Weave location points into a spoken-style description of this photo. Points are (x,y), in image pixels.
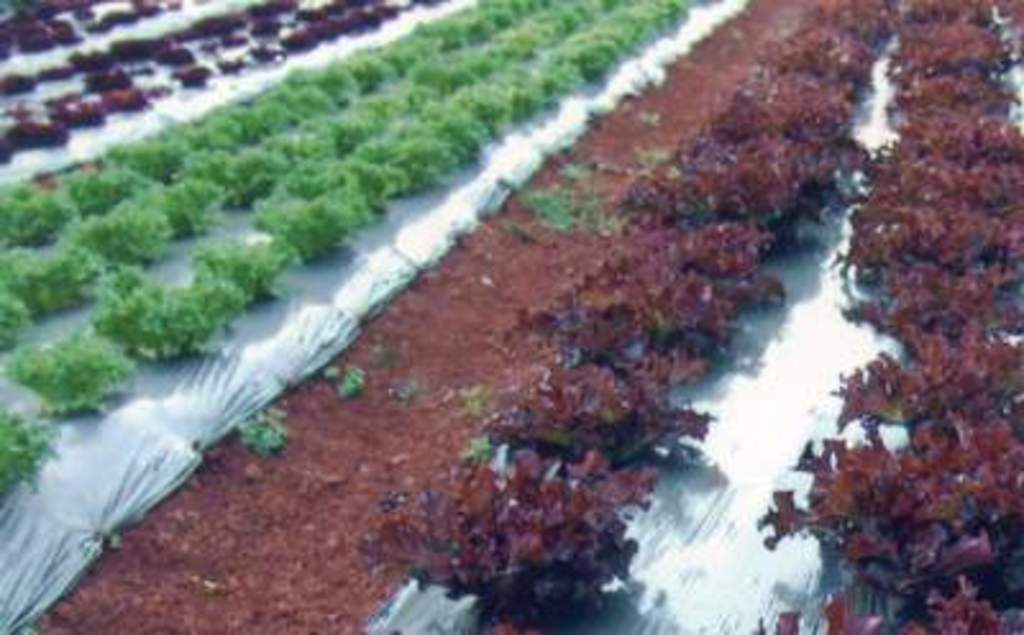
In this picture we can see some plants (648,194) here, at the bottom (374,483) there is soil (267,546), we can see a cloth (250,374) here.
